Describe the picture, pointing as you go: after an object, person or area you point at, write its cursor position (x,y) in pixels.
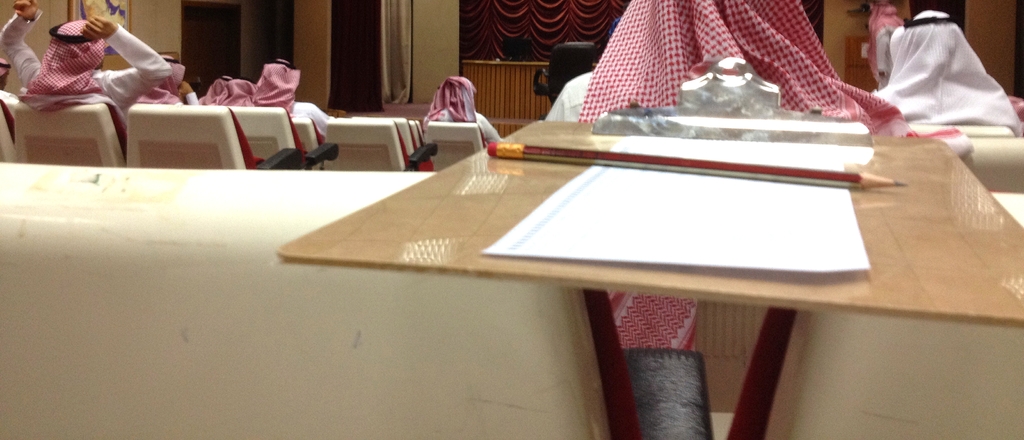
In a room (144,156) there are so many chairs (215,143) and people (72,42) sitting on it in front of the stage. And behind there is a wall (2,2) with painting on it. In between two chairs (404,324) there is a clipboard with paper (727,204) and pencil (799,177) on it.
